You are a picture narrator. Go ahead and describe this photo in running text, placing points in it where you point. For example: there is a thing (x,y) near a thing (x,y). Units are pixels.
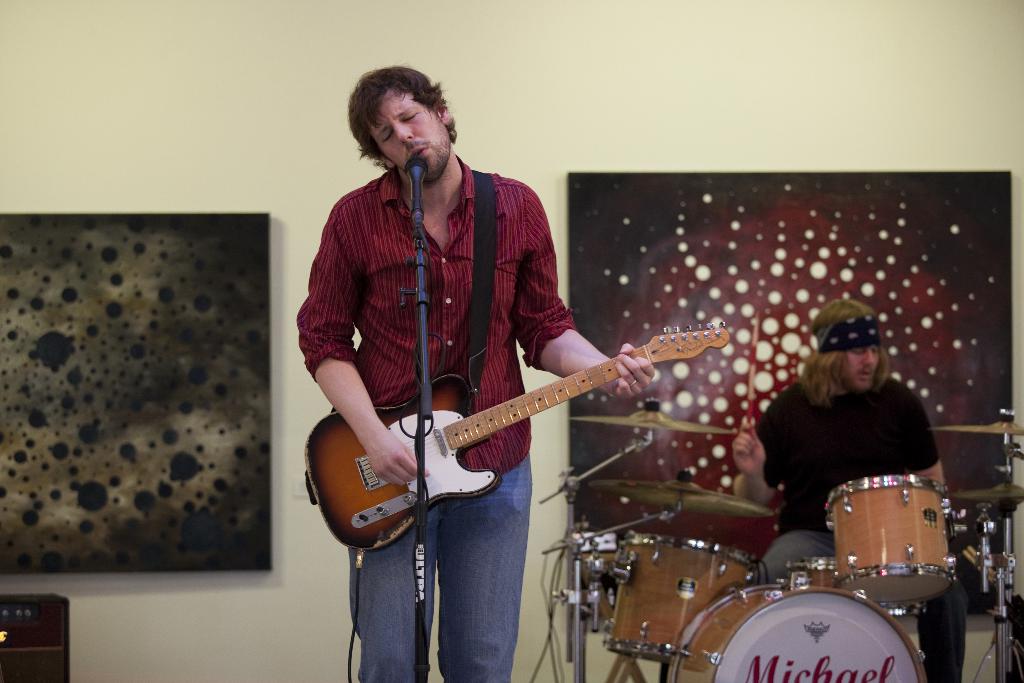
a person (439,373) is standing playing guitar (348,458) and singing in front of a microphone (424,326). behind him at the right (864,420), a person (810,541) is playing drums (727,578). at the back (737,268) on the wall (115,177) 2 frames (142,327) are present.
